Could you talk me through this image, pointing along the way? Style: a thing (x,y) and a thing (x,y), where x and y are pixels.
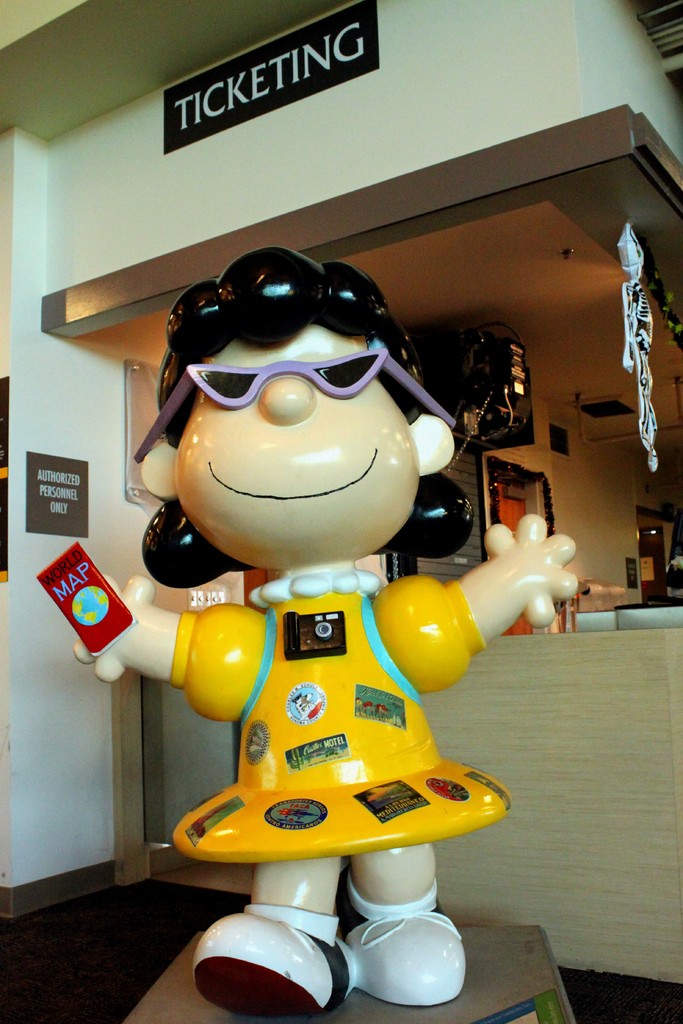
In this picture we can see a toy (273,945), goggles (389,361), device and at the back of this toy (401,752) we can see name boards (254,83) and some objects (461,744).
